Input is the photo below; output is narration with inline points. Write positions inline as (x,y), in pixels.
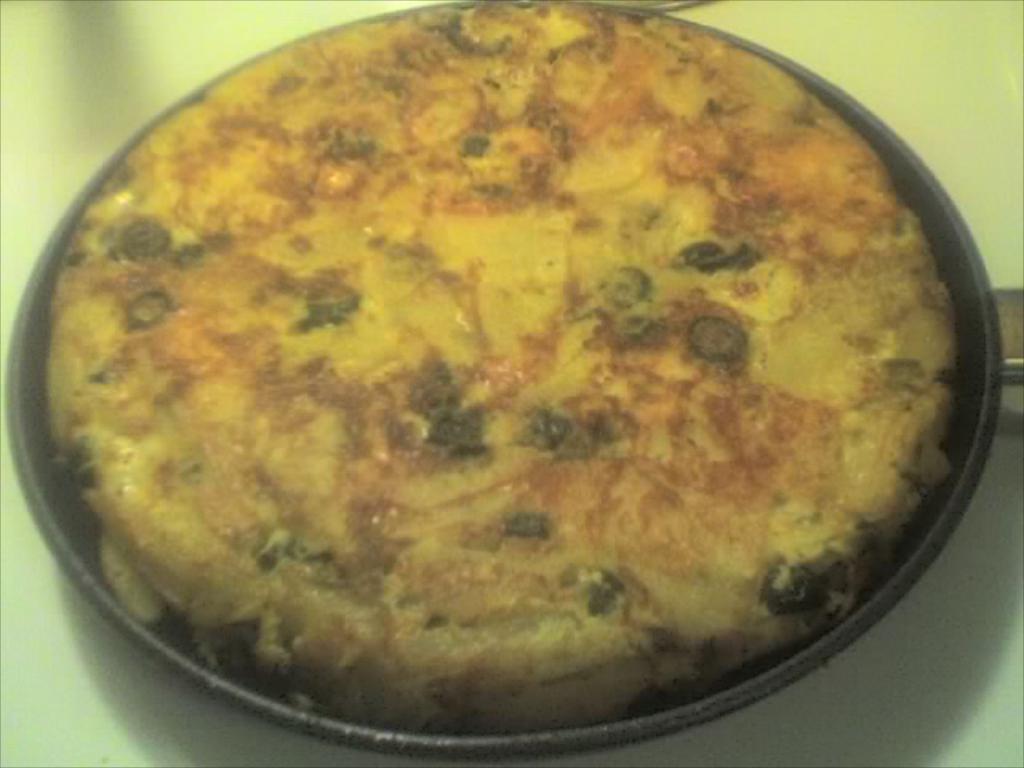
In this picture we can observe some food (474,265) placed in the black color pan (790,667). The pan (906,192) is placed on the table (113,73) which is in white color.
